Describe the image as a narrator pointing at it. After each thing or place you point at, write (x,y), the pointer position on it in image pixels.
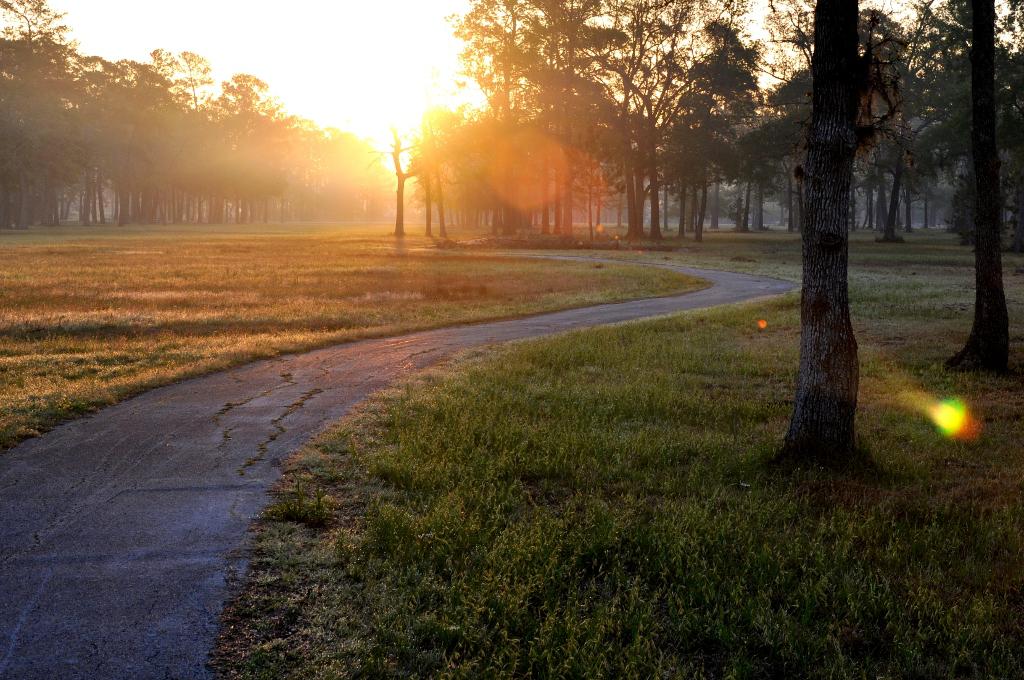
In the foreground of this image (581,307), there is a beautiful scenery with trees (413,170) on both the sides and a path (482,329) in the middle (424,349). In the background (411,46), we can see the sun (369,131) rises.
